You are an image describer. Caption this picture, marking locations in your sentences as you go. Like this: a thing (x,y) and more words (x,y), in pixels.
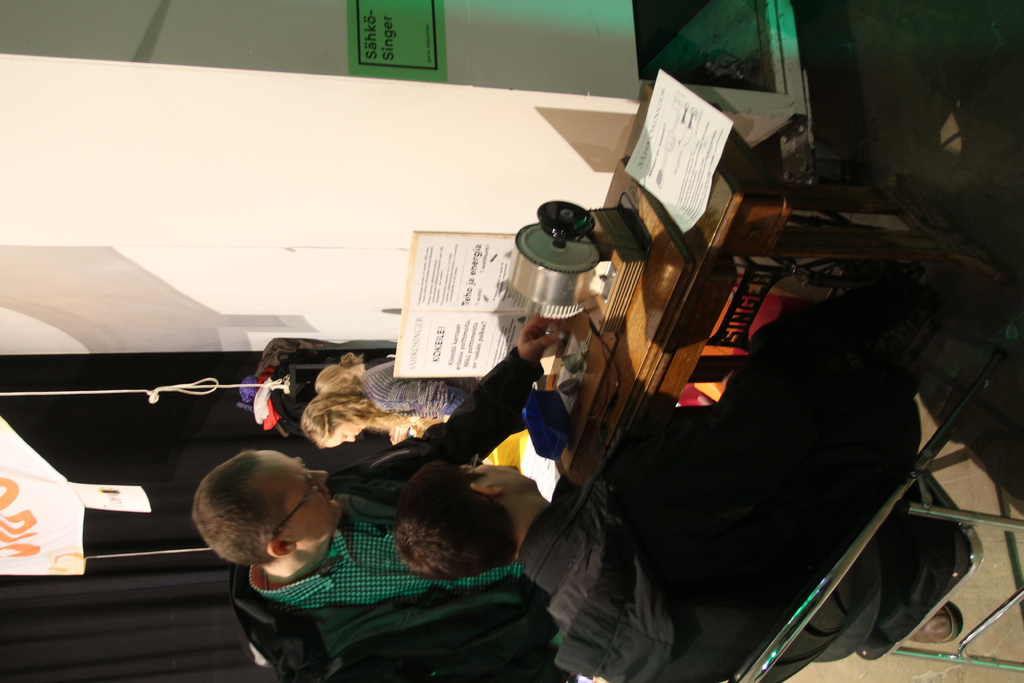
In this image in the center (353,417) there are persons (373,413) sitting and standing and there is a table (649,324) on the table (648,305) there is a machine (589,269) and there is a paper (651,157) with some text (671,150) written on it, and there is a wall (437,177) which is white in colour and on the wall (450,164) there are posters (398,38) with some text (441,337) written on it. On the left side (149,589) there is a black colour curtain (101,621) and there is a banner (52,519) hanging which is white in colour.
